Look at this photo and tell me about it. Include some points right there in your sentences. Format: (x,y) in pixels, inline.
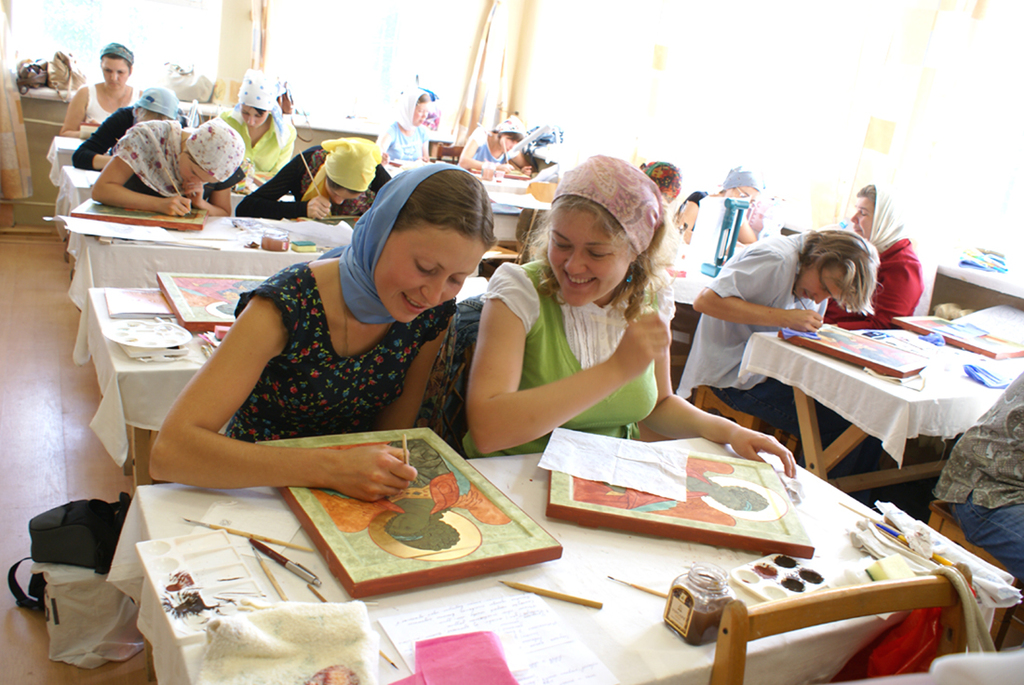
In this picture we can see groups of people (205,179) sitting. In front of the people (203,141), there are tables (80,166) which are covered by clothes (169,506). On the tables (178,521), there are painting boards (155,211) and some objects (363,644). Behind the people (136,196), there are curtains (251,45) and windows (409,45). In the bottom left corner of the image (72,564), there are some objects (54,611) on the floor (41,645).
